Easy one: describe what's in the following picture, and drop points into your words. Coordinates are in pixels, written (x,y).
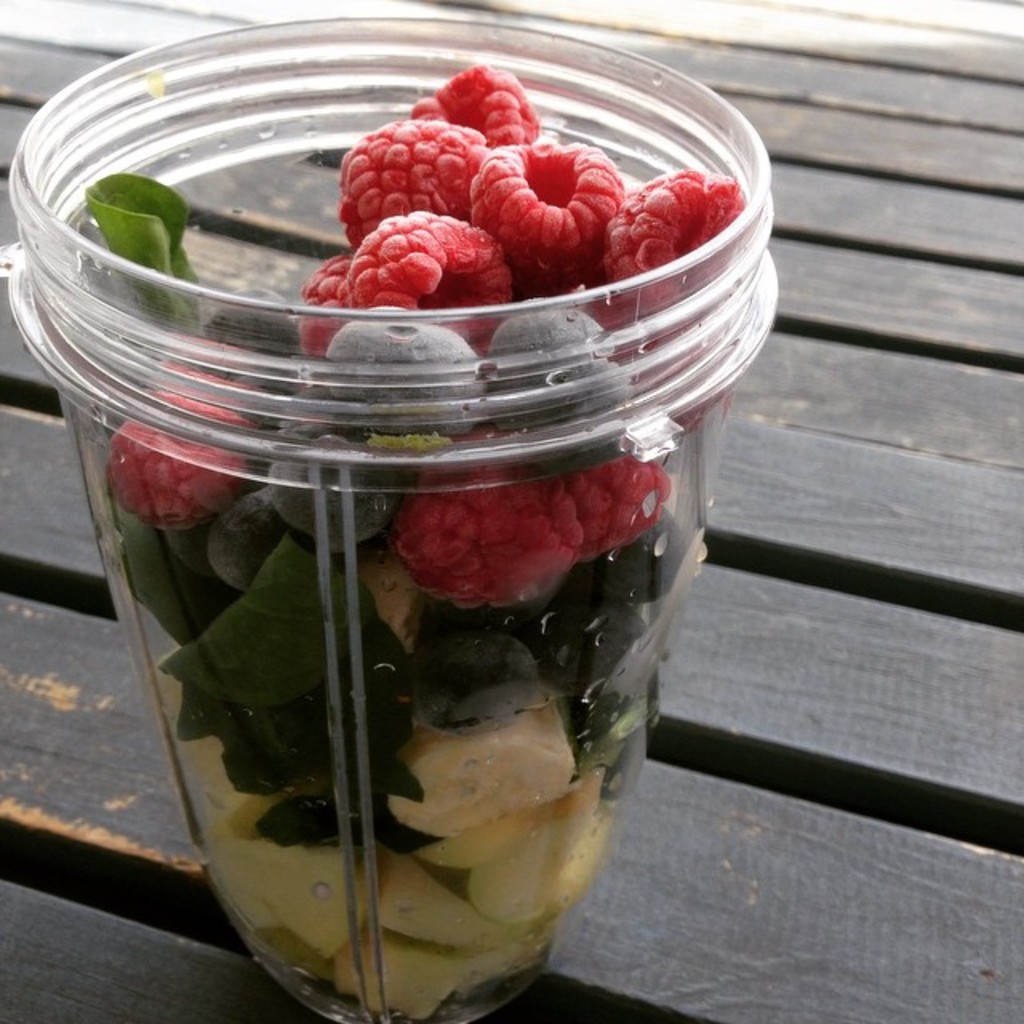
In this image I can see some food item (457,262) in the glass (348,592). In the background (741,564), I can see the table (720,921).
